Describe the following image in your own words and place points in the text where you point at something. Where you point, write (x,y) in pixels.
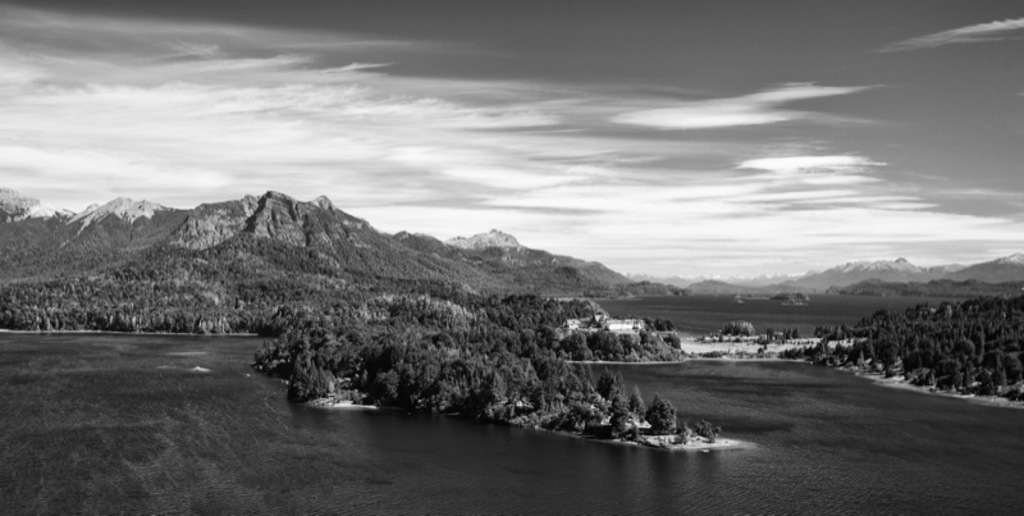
This picture is clicked outside the city. In the foreground (566,432) there is a water body (843,398) and we can see the plants (366,340), trees (414,297), hills (345,244). In the background (380,92) there is a sky (525,74).
